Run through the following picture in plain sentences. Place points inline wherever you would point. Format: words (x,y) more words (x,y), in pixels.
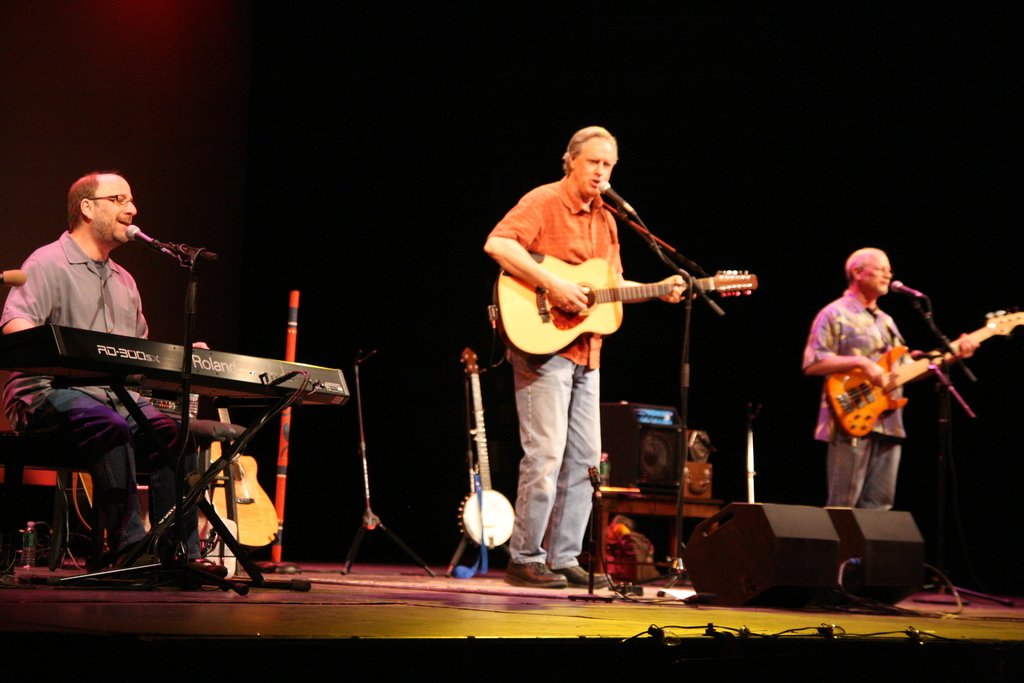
This image is clicked in a musical concert. There are three people (172,475) in this image and there are so many musical instruments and speakers (619,408) in the middle (654,436). Two people (892,455) they are standing and they are playing guitar (587,323) and they are also singing something and the one who is on the left side (79,318) is playing keyboard (232,356) and he is also singing something there are mike's (919,296) in front of them. Behind them there are so many musical instruments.
